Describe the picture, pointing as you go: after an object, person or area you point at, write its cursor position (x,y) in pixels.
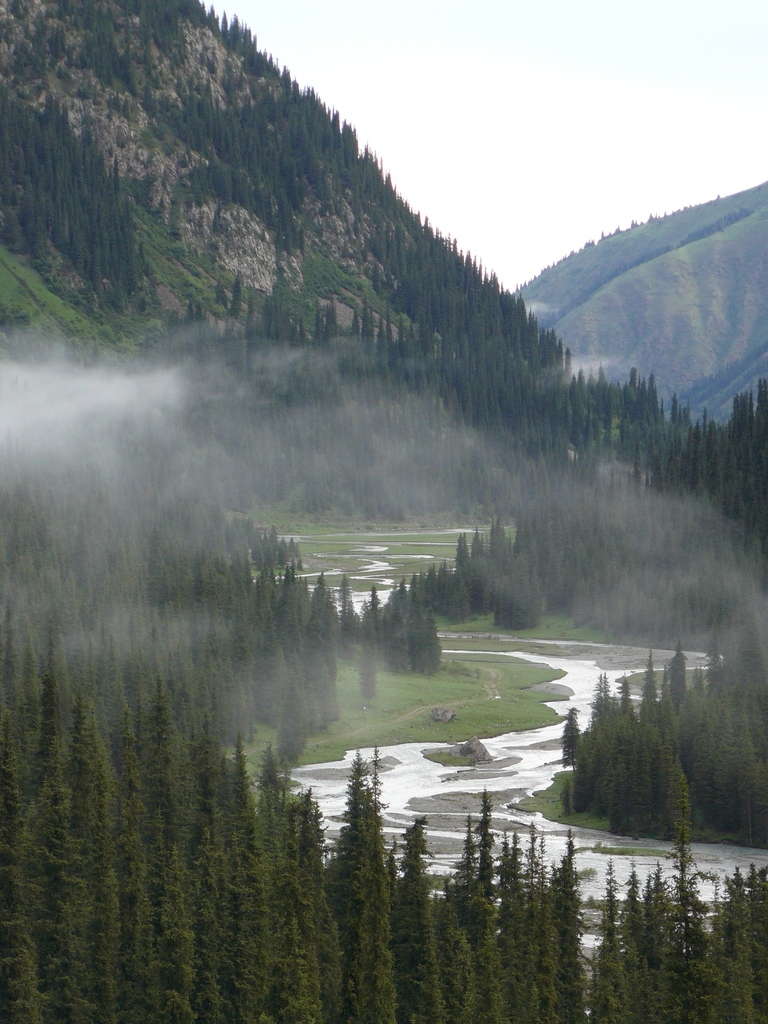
In the image we can see water (530,782), grass (532,702), trees (52,697), mountain (148,454) and a sky (562,104).
